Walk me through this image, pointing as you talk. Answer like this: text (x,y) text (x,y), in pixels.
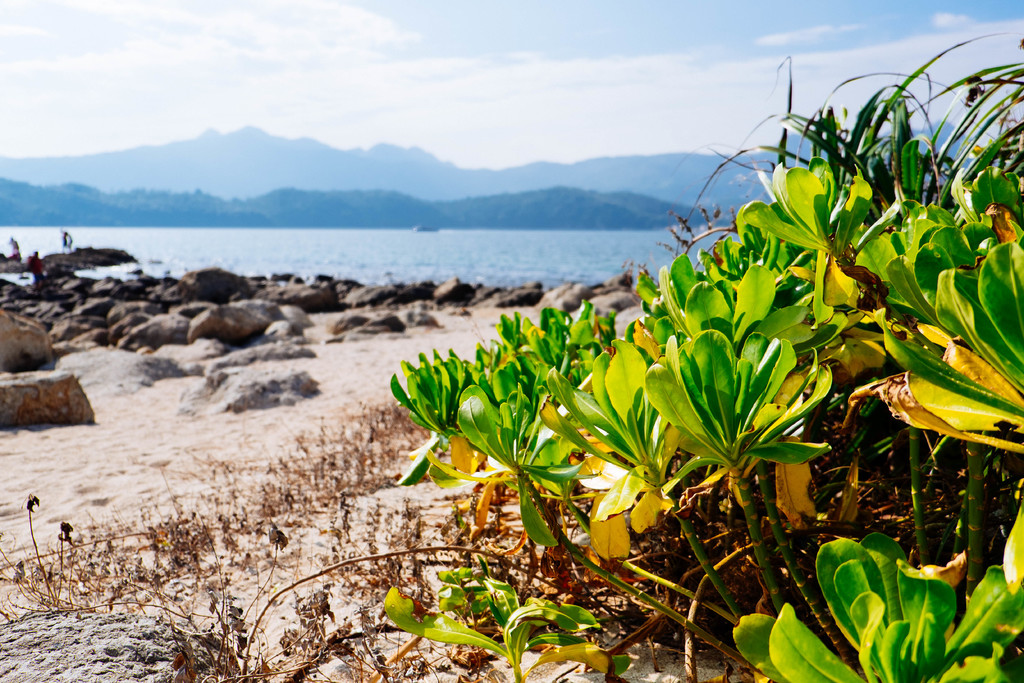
In the image I can see there are some stones (127,334), plants (719,256), beach (25,529) and mountains (420,199).
